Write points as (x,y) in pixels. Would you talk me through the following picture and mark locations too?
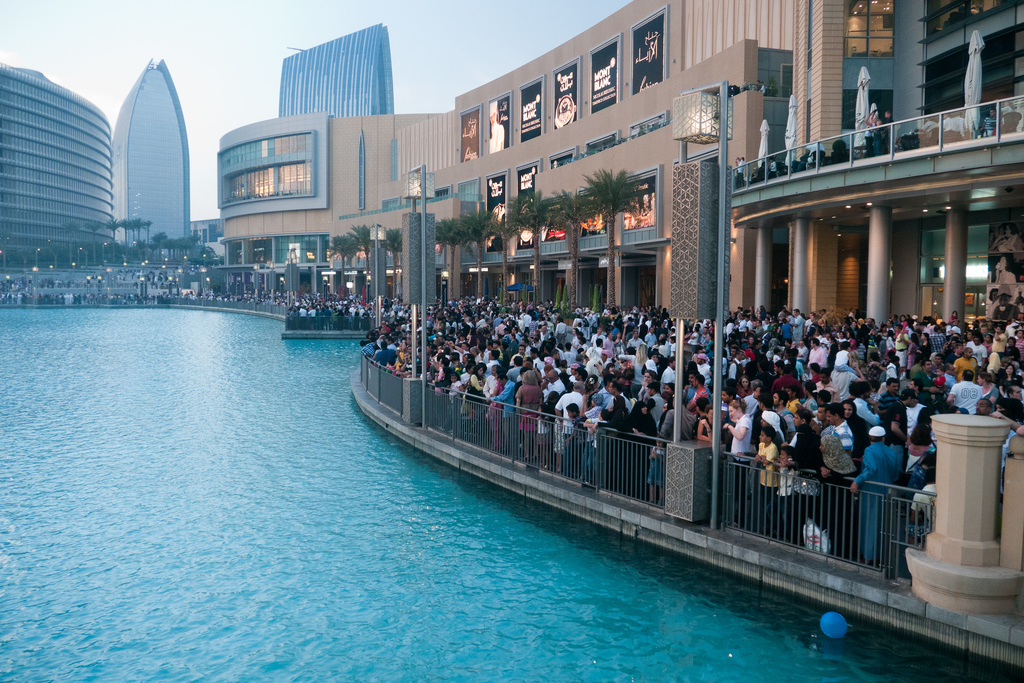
In this image in the center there is water (224,409). On the right side (683,378) there are group of persons (589,371) and there are buildings (916,215). In the background (190,231) there are trees (92,246) and there are buildings (91,211).
